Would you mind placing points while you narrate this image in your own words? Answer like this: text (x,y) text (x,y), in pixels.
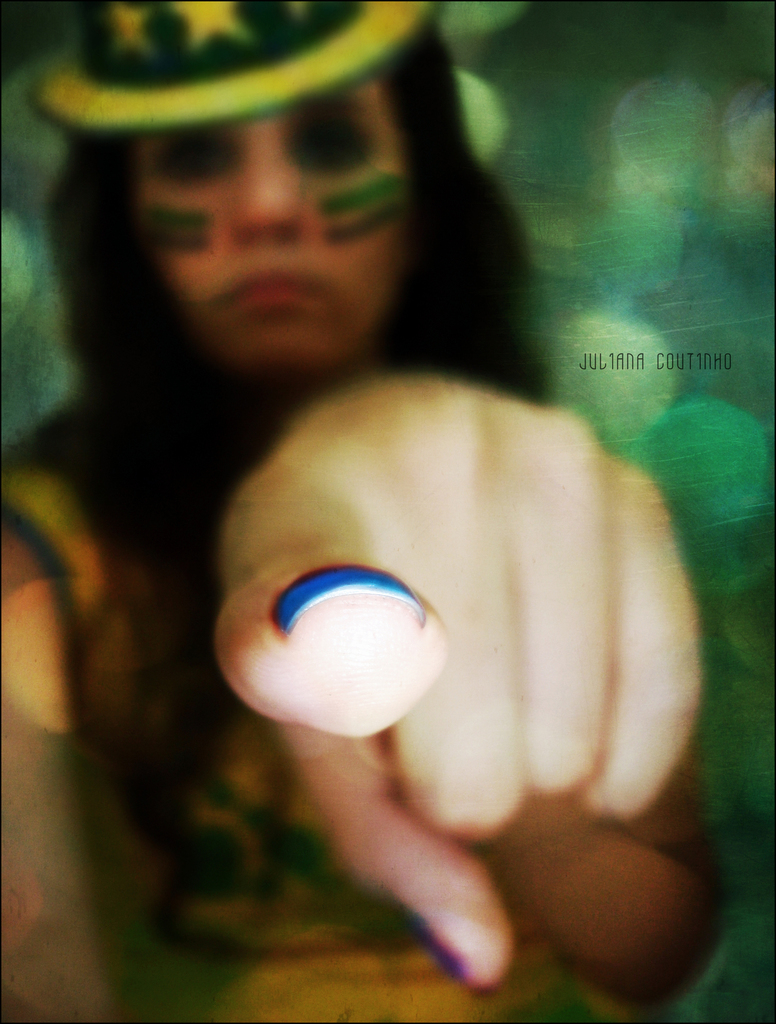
In this picture we observe a lady (201,270) who is pointing her finger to the camera.
